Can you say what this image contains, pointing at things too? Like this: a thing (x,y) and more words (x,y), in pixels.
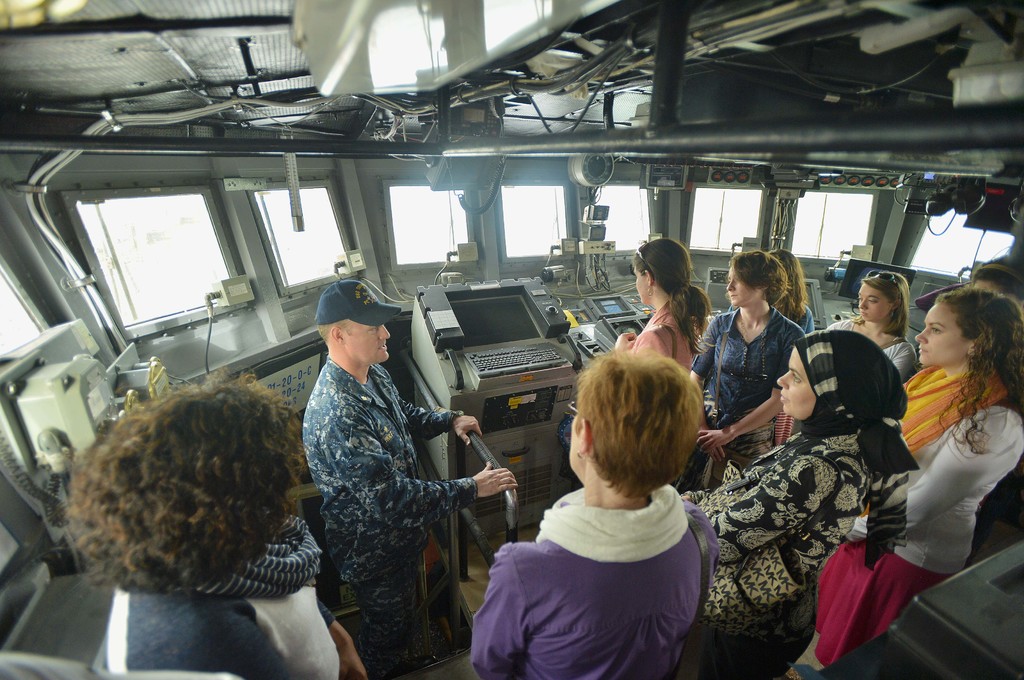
In this image we can see a group of people (657,432) standing in a cabin (240,223) along with an officer (426,484), there we can also see some operating machines (549,370), there we can also see some windows (412,229), wires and rods (503,152).
